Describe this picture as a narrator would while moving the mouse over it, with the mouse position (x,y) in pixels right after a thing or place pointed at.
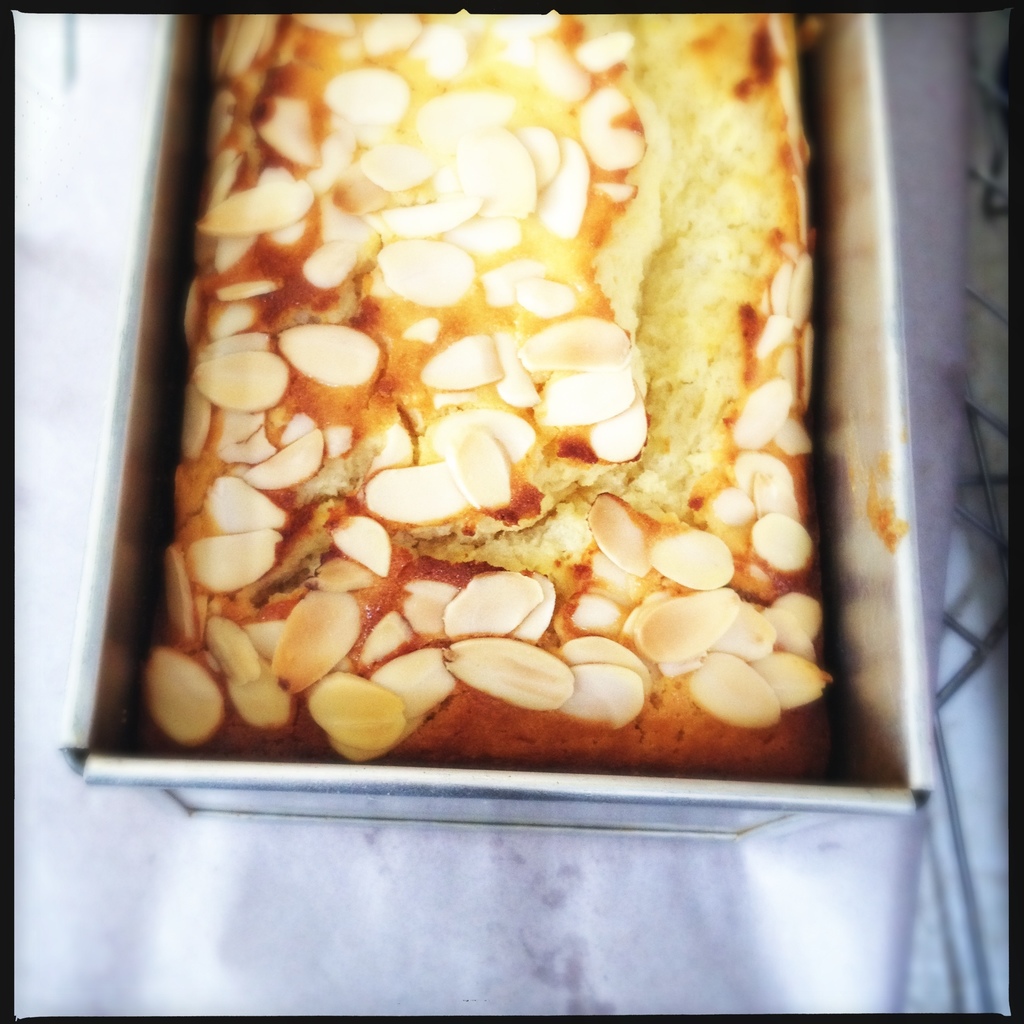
In this image I can see the food (341,375) in the box (374,792). The food (418,736) is in cream and brown color. The box (450,791) is in silver color. It is on the white surface (615,877).
